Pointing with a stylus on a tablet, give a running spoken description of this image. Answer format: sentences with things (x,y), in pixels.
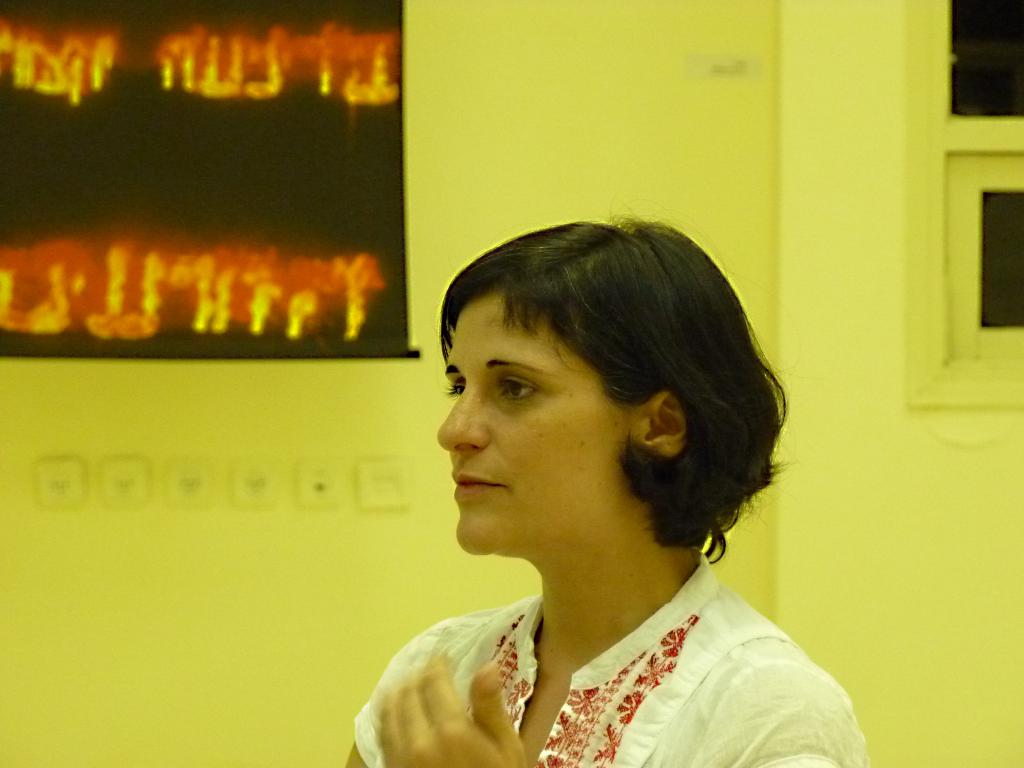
In the center of the image (514,263) there is a lady (628,271). In the background of the image (421,272) there is wall (497,47). There is a poster (162,175) with some text (256,324). To the right side of the image (932,116) there is window (912,190).
